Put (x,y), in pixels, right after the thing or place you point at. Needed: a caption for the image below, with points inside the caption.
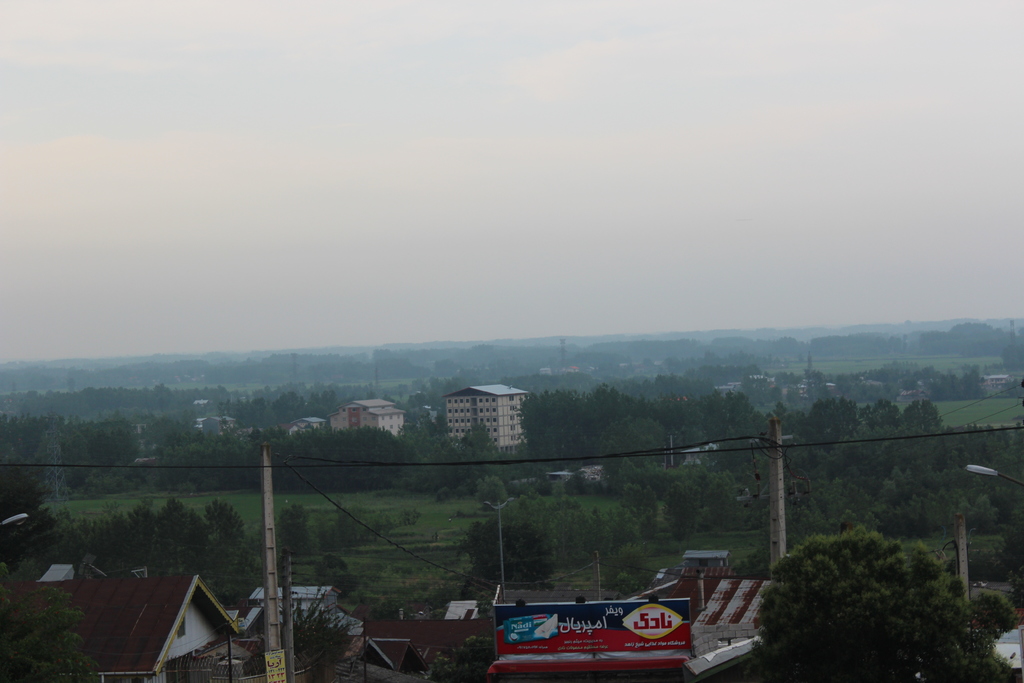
In this image we can see there are buildings (704,603), banners (532,619), utility poles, trees (859,526), plants (335,510), grass (425,518) and the sky (349,195).
